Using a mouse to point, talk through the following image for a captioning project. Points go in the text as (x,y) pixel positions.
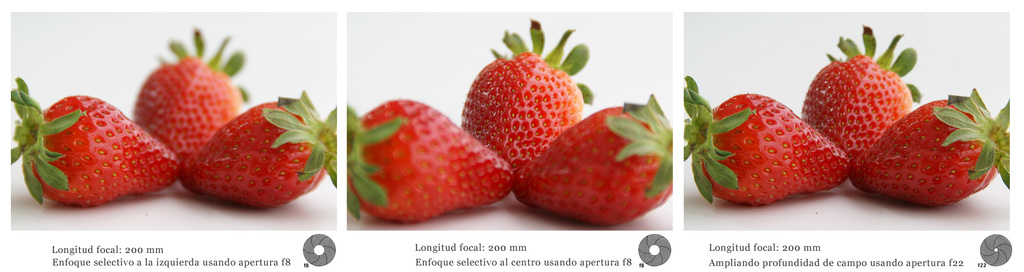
In this image I can see strawberries (477,163) on a white color surface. I can also see something written on the image. This is a collage image.
